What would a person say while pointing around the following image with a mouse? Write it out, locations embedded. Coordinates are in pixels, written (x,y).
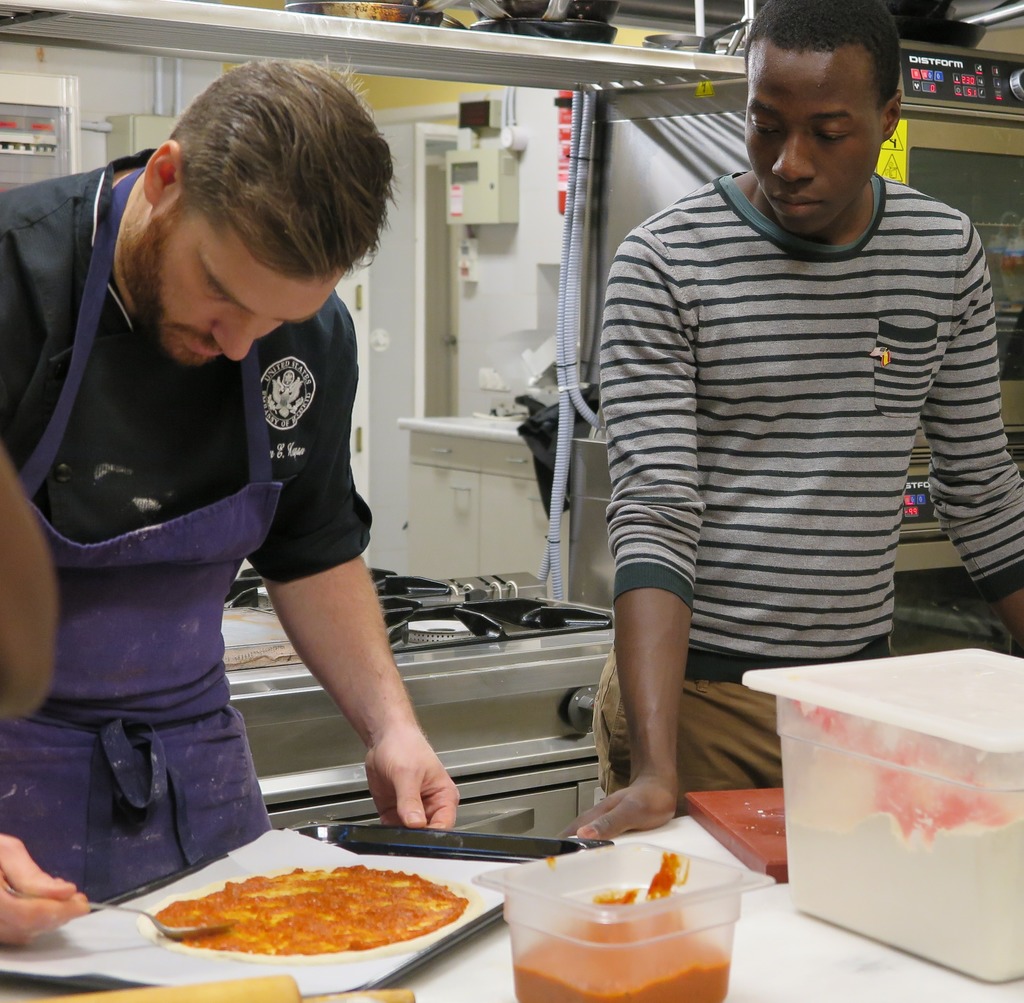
In this image we can see two persons (79,303), one is wearing black color dress (132,449) wearing chef suit (233,450) and the other person (731,385) wearing ash color T-shirt (737,409) standing and the person (267,560) wearing chef suit (174,863) preparing some food item (296,894) which is on the table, there are some items (797,849) on the table (828,978) and at the background of the image (566,458) there is stove (456,619), microwave oven (937,142) and some other objects (445,520).
